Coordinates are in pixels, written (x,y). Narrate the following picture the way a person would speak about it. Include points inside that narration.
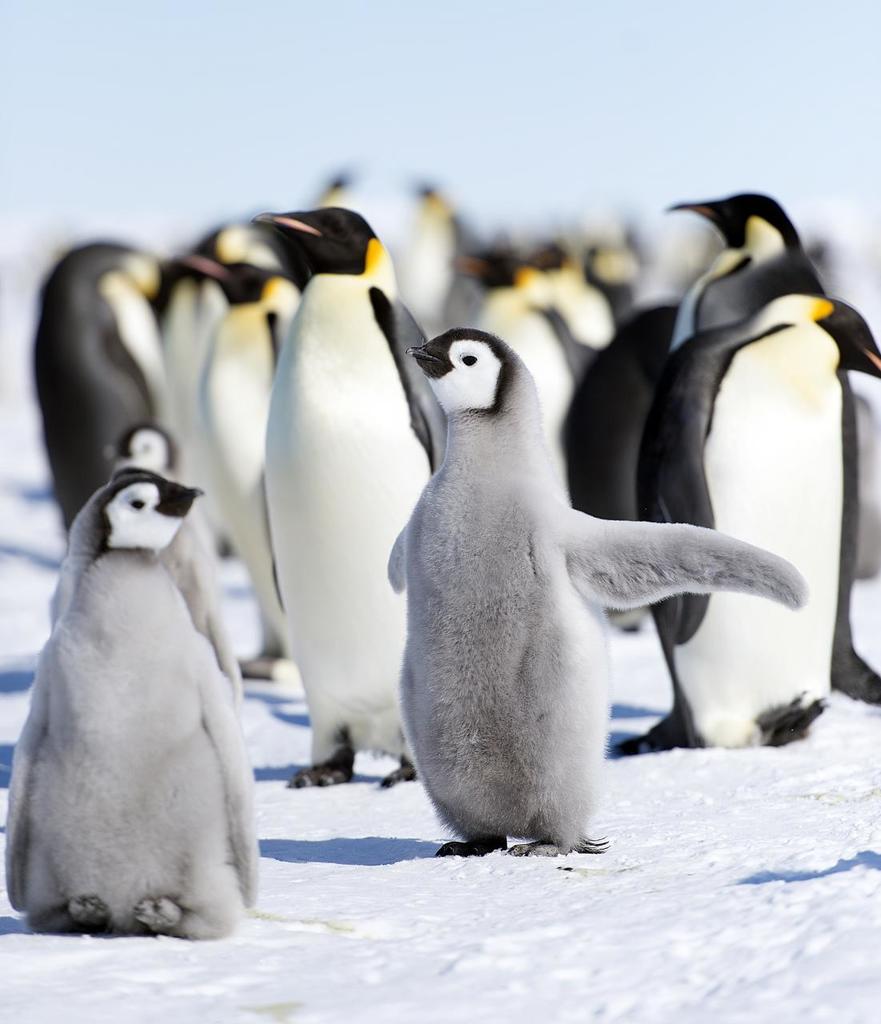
In this image I can see few penguins (227,761) on the snow (369,825), the penguins (641,608) are in white and black color and I can see white color background (11,77).
